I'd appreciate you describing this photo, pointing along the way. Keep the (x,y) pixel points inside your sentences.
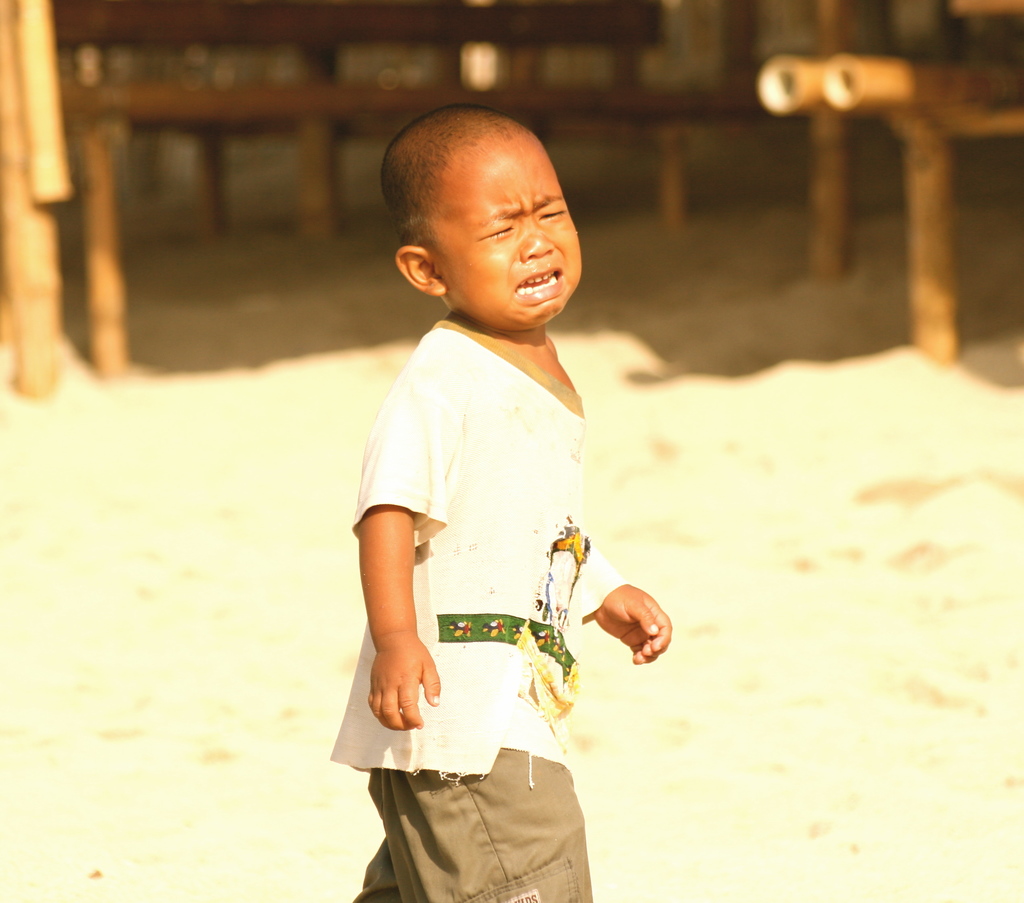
In this picture I can observe a boy (489,513) in the middle of the picture (524,413). He is crying. The background (18,58) is blurred.
